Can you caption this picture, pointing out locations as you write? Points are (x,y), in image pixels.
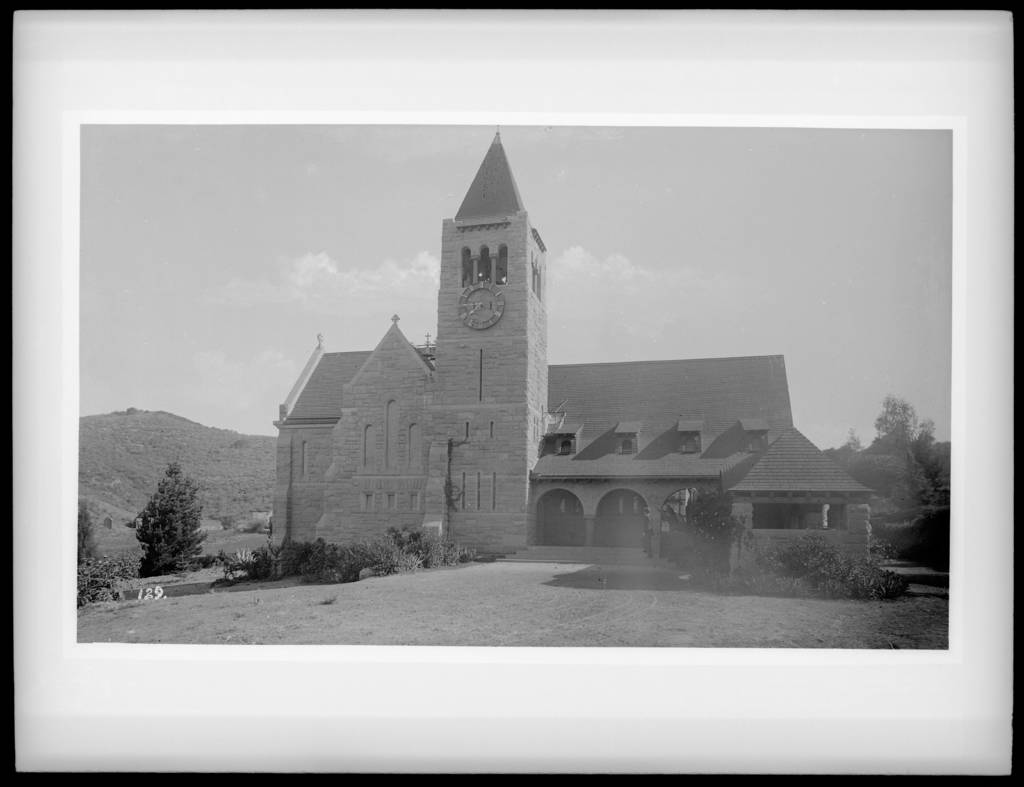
In this image we can see a building (386,473) on which a clock (476,312) is present. In front of the building (618,523) we can see group of plants (893,573). In the background (198,551) we can see group of trees (947,471). mountain (161,412) and sky (424,289).
